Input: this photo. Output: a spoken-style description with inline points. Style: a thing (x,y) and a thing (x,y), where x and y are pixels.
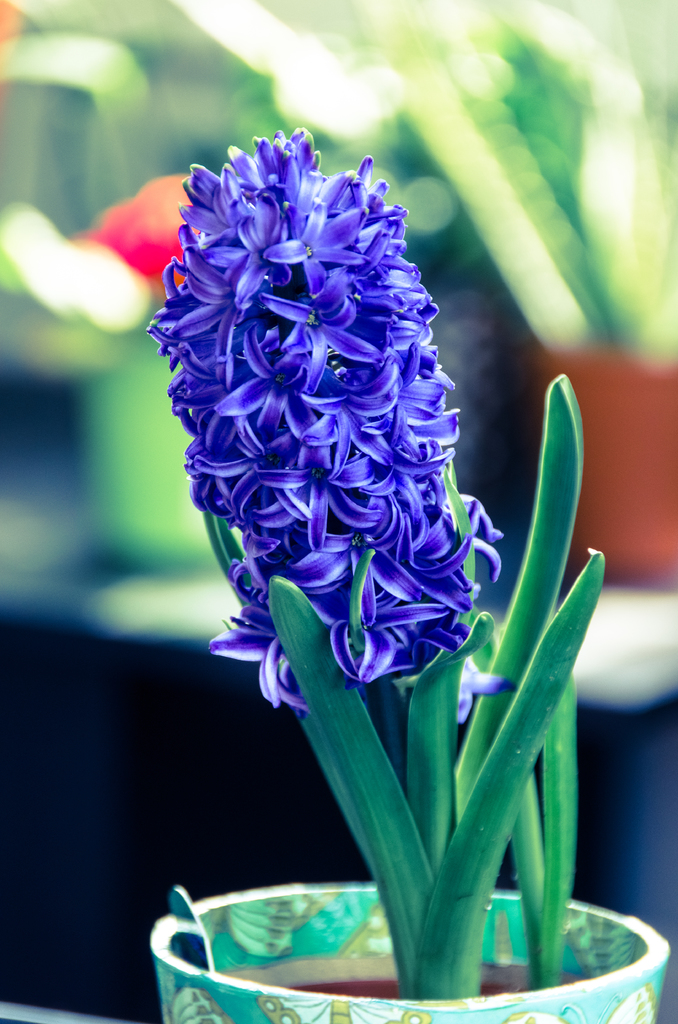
This is a zoomed in picture. In the foreground (433,955) we can see the flowers (368,379) and a plant (432,858) in the pot (373,954). The background of the image (537,132) is blurry and green in color.
